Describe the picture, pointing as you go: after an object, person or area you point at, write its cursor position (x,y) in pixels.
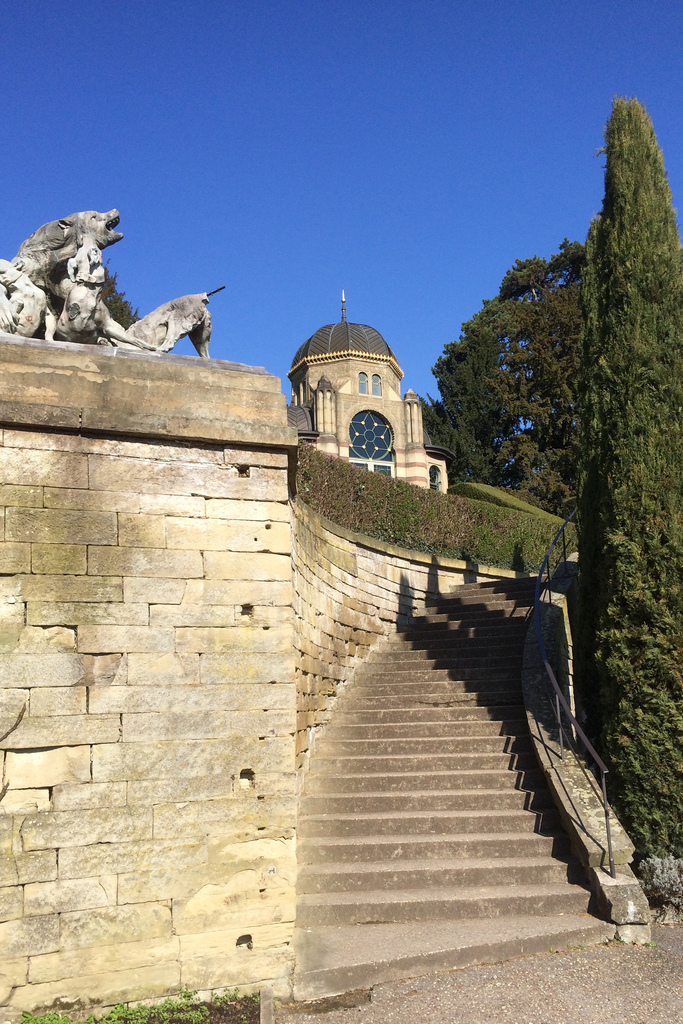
In the picture we can see a historical wall (295,906) and on the top of it, we can see some dog sculptures (91,289) and beside it, we can see the steps (466,658) and on the top of the steps (491,632) we can see the part of the palace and beside it we can see the trees (595,502) and in the background (287,176) we can see the sky (526,196).
